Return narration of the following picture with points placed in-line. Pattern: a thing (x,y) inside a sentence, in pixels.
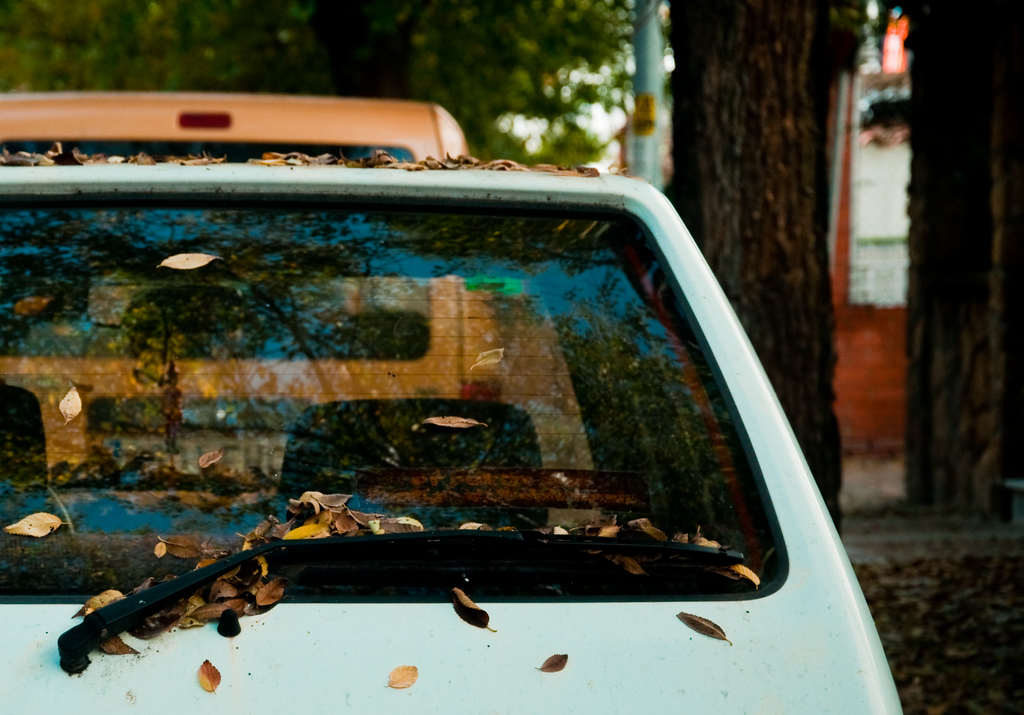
In this picture, we see vehicles (453,299) in white and orange color are parked on the road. Beside that, we see the stem (736,161) of the tree (733,144) and a pole (650,27). In the background (484,53), there are trees (391,56) and a building (846,243) in white color.
